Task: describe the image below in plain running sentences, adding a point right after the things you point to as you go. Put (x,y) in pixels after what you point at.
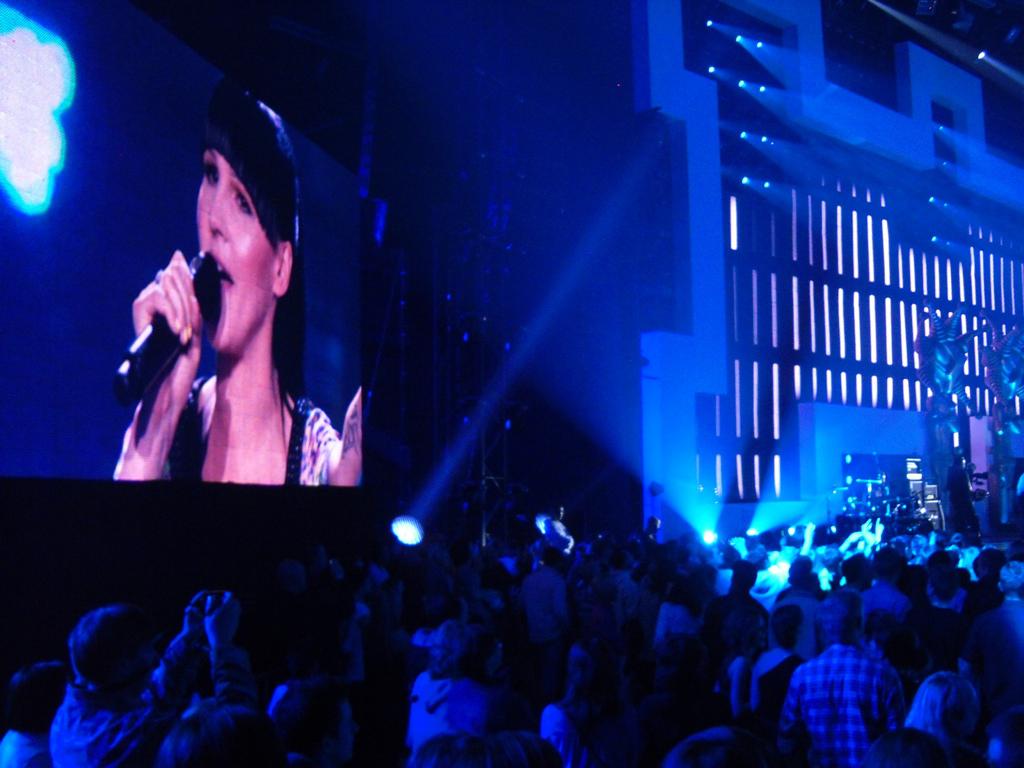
This picture describes about group of people (598,588), in the background (668,489) we can see few lights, screen (318,170) and a building (779,203).
